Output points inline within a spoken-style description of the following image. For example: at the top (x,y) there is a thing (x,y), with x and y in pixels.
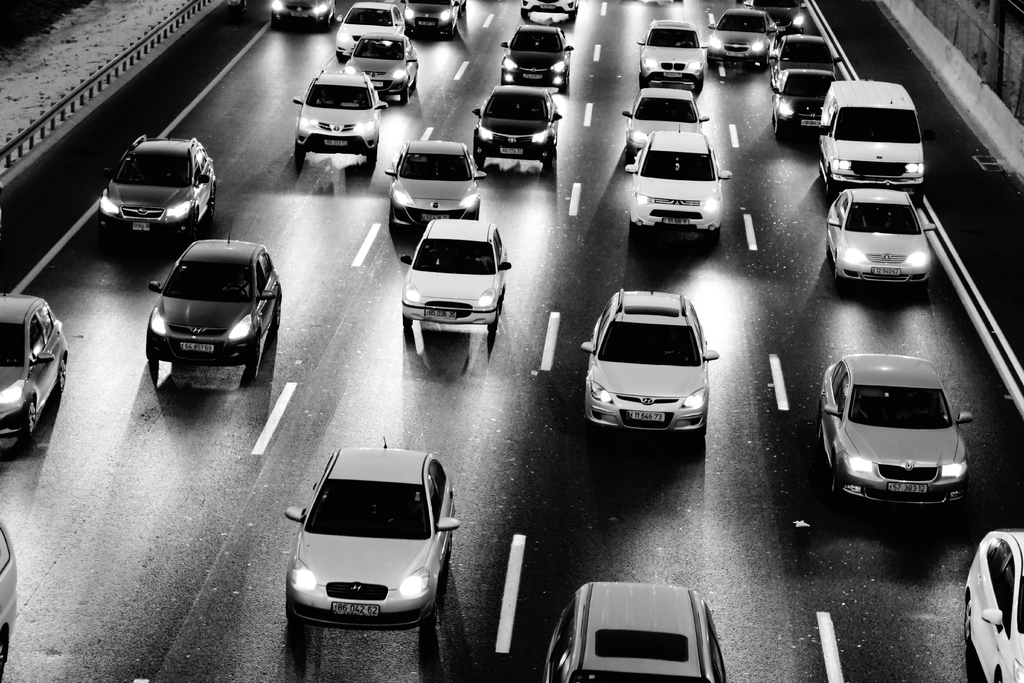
In the image we can see there are cars (417,197) moving on the road (572,87) and the image is black and white colour.
